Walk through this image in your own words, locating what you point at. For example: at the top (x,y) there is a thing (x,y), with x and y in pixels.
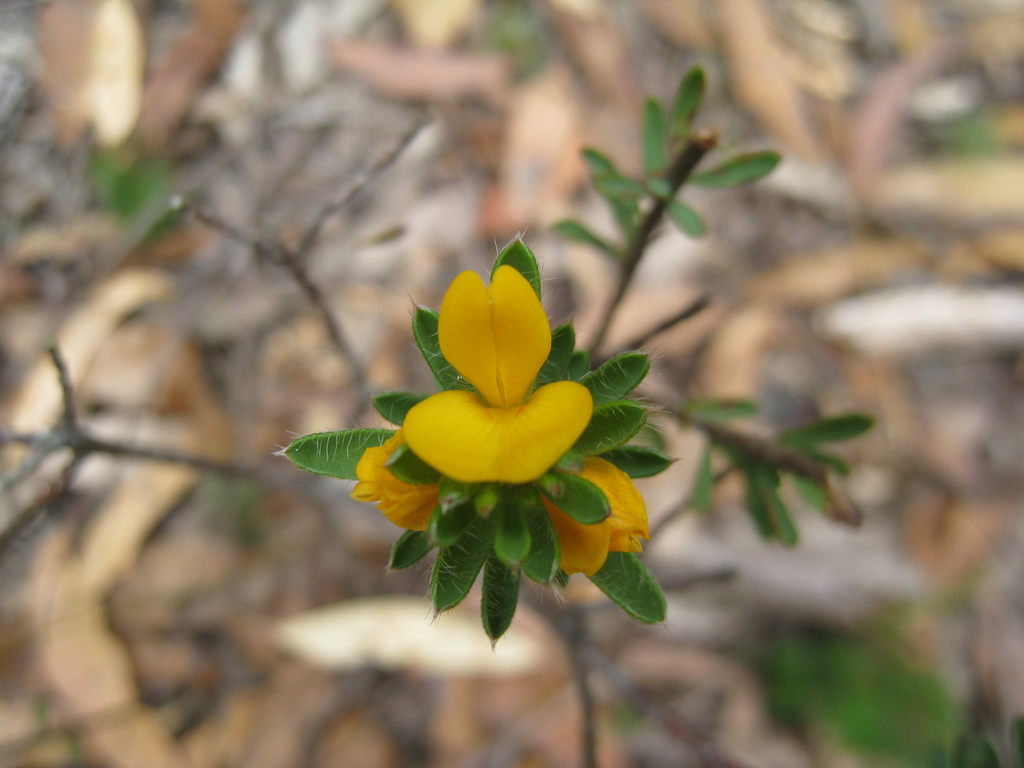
In the center of the picture (429,322) there is a plant (533,424) and there are flowers (416,452). The background (85,677) is blurred.
